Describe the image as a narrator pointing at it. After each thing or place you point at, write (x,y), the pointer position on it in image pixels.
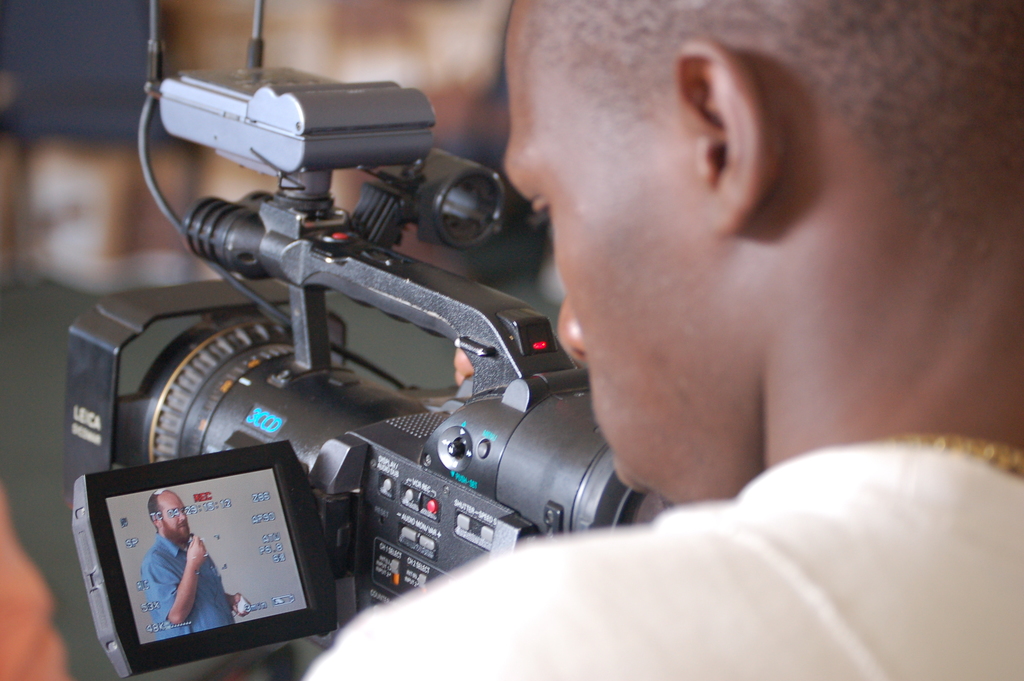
In this image the man (716,322) is looking at the screen (244,475) of the camera (341,430) which is being recorded.
